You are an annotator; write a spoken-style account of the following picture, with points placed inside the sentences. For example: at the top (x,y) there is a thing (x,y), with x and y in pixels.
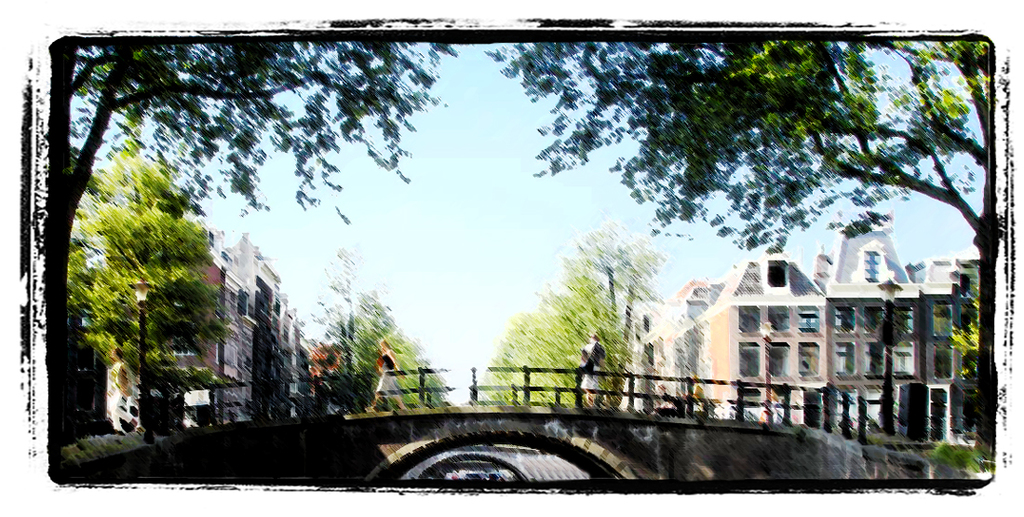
This picture shows a painting (390,408). We see few buildings (279,306) and trees (354,387) and few of them walking on the bridge (463,421) and a blue sky (278,230).
